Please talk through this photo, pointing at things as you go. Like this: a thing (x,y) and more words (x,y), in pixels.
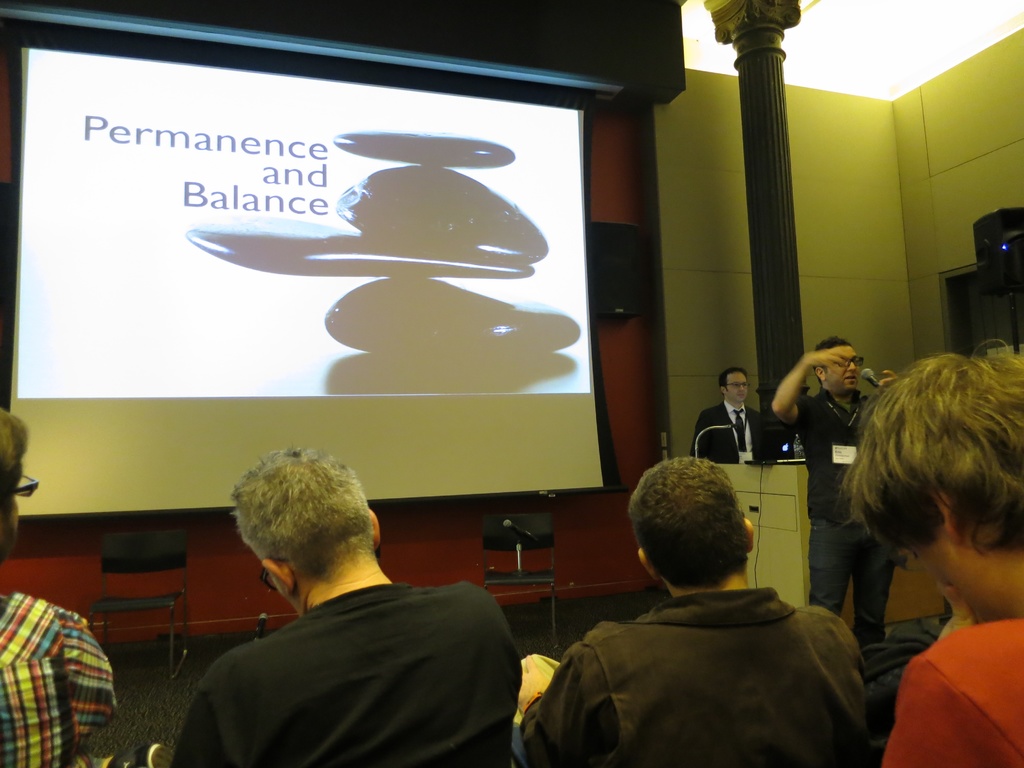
In the background (344,233) we can see projector screen (473,343) and a pillar (760,217). We can see both men (722,381) wearing spectacles (745,385) and standing. This man (809,357) is holding a mike (874,386) and talking. These are chairs (545,561) on the floor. At the bottom portion of the picture (677,542) we can see few people (319,638).
